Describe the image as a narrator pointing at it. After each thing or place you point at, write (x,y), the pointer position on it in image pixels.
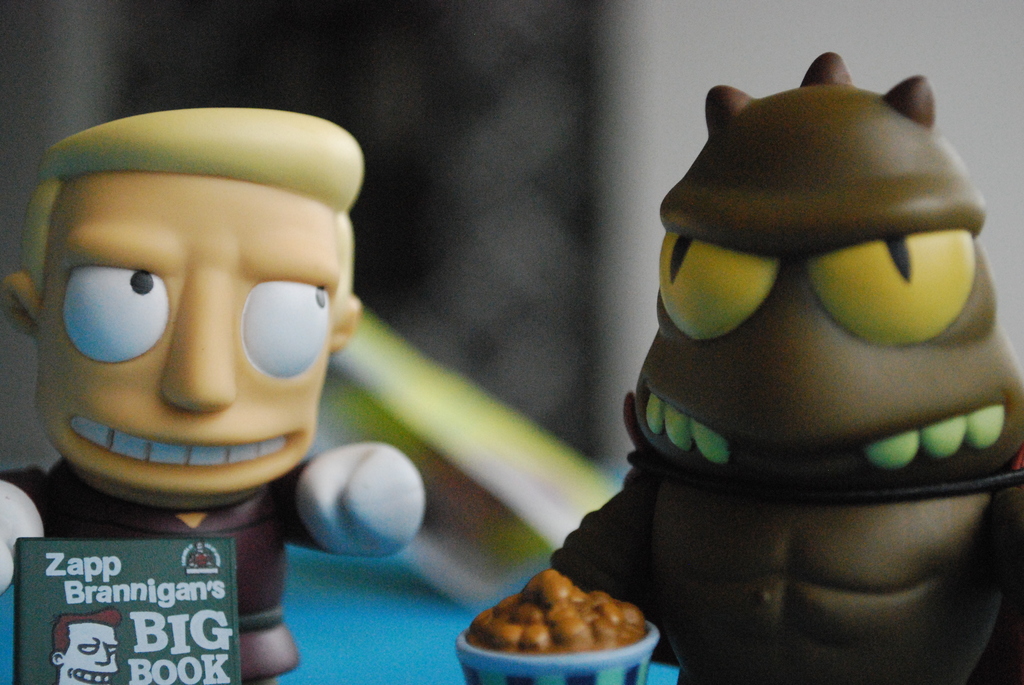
This image is taken indoors. In this image the background (488,251) is a little blurred. At the bottom of the image (351,645) there is a table (351,640). On the left (135,392) and right sides of the image there are two toys (792,513) on the table (444,597). There is a board (106,603) with a text (132,610) on it and there is a toy popcorn bowl (544,639) on the table (394,661).
